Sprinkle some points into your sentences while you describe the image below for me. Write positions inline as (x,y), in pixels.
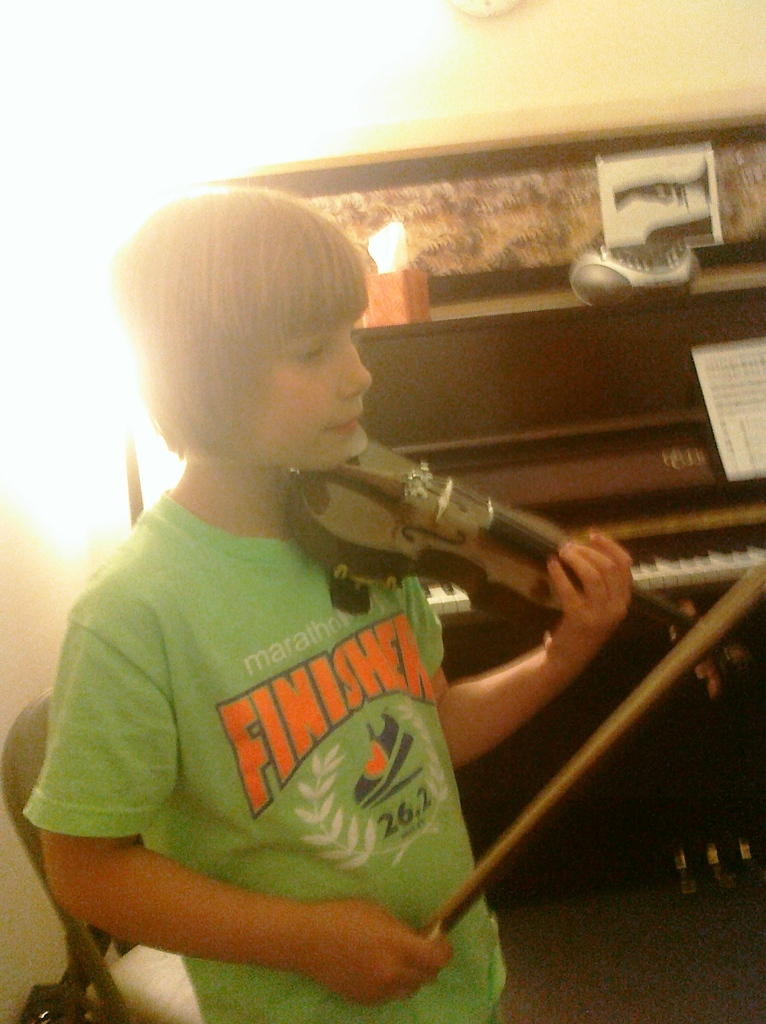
In this image i can see a boy (149,530) holding a violin (406,489) in his hand (589,645) and in the background (617,425) i can see a piano (611,338) and a wall (582,93).
